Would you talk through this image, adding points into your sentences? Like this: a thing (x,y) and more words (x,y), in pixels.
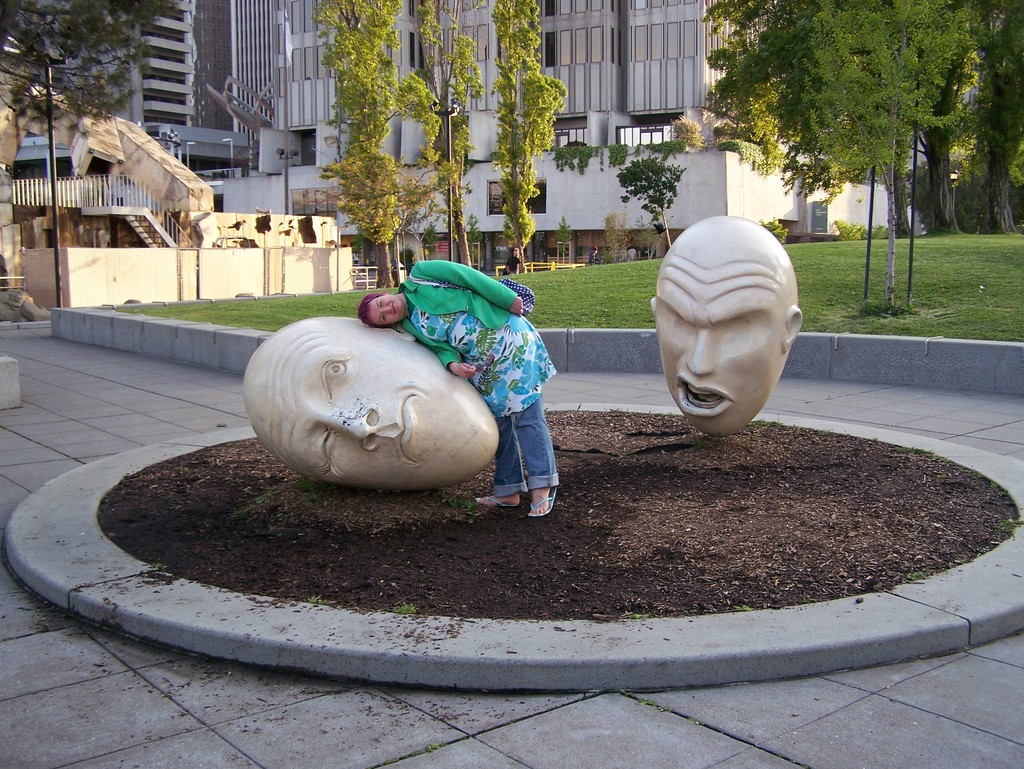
There is one woman (507,305) and statues (377,381) are present at the bottom of this image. We can see trees (498,160) and buildings (173,93) in the background (499,173).
